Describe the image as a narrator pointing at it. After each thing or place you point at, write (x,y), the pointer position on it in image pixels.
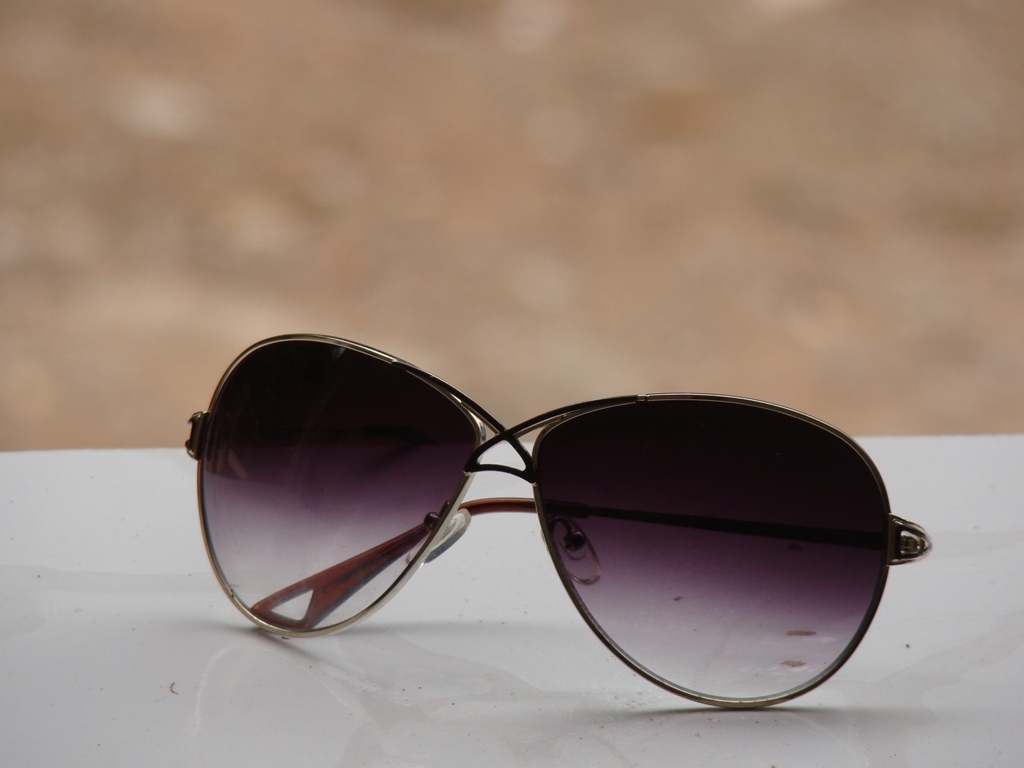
In the foreground of this image (384,407), there is a spectacle (531,469) on a white surface (290,688) and a blurred background (814,190).
